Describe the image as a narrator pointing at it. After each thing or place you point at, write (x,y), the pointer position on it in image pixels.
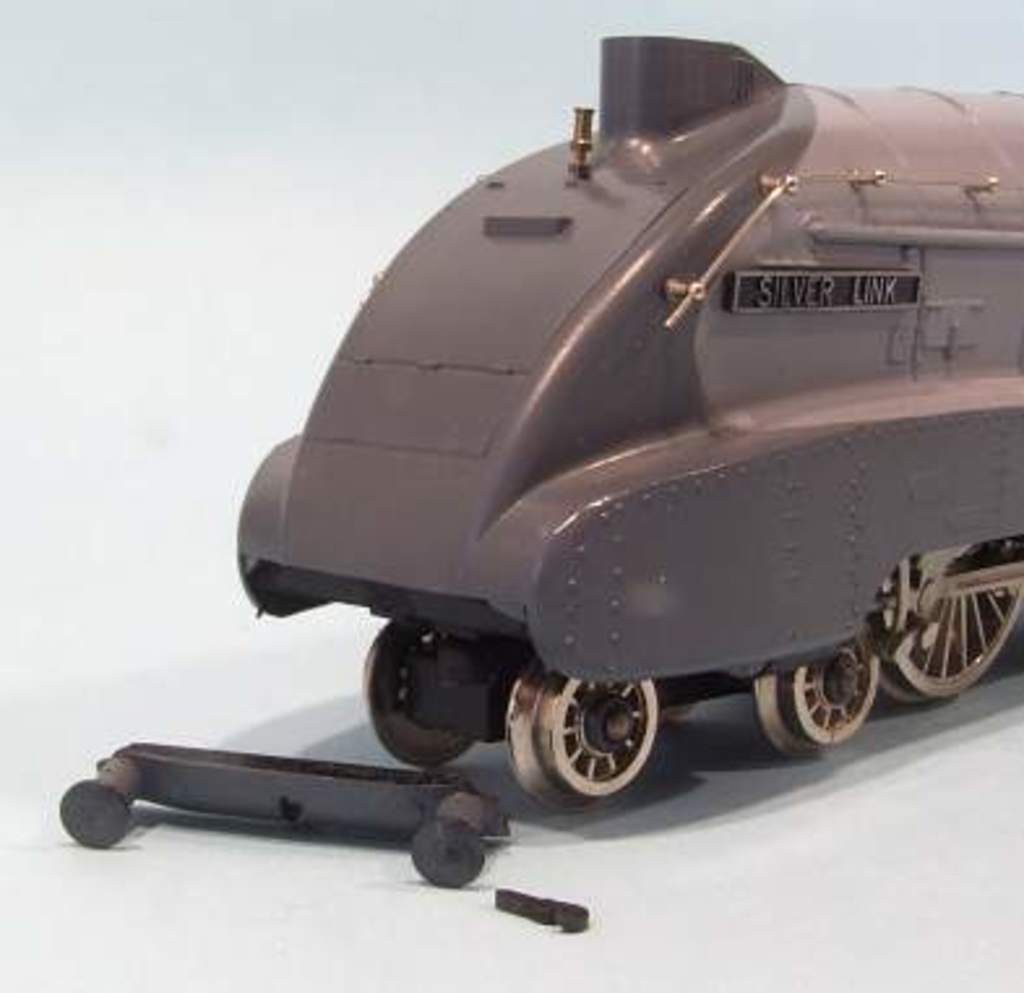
This image, it's a thing (706,466) which looks like a train (745,485), there are wheels (641,702) in this thing (681,681).
